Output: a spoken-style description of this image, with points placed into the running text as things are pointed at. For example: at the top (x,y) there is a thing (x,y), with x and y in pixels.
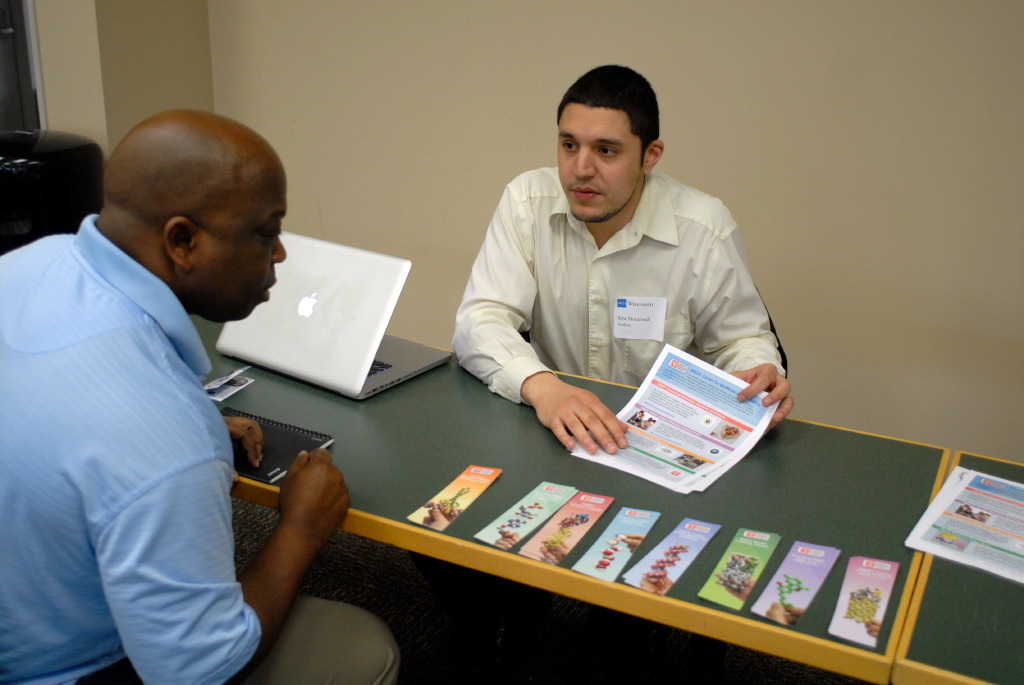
In this image there are two people (538,353) sitting, there are objects (602,512) on the table (281,394), there are laptop (354,341) on the table (450,452), there is a table (1003,590) truncated towards the right of the image (1004,606), there is an object (38,171) truncated towards the left of the image (56,178), there is a wall (377,124) behind the person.
